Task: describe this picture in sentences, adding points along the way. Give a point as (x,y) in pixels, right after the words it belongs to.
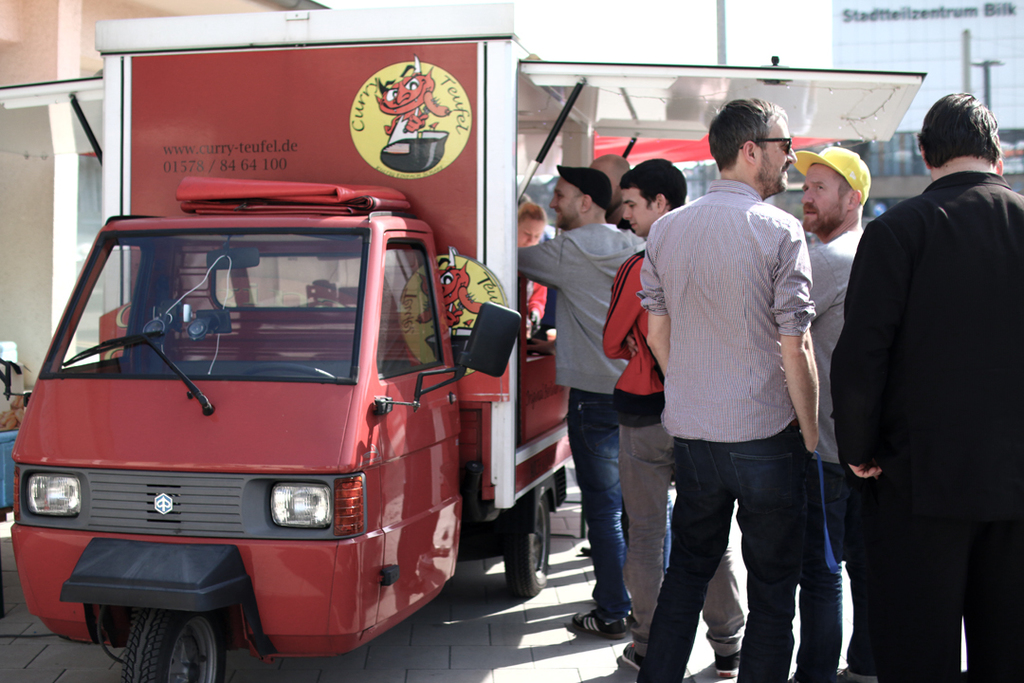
In this image I can see on the left side (209,457) there is an auto (287,399) in red color with the food items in it. On the right side (959,217) few men (625,419) are standing in a queue (711,348).
